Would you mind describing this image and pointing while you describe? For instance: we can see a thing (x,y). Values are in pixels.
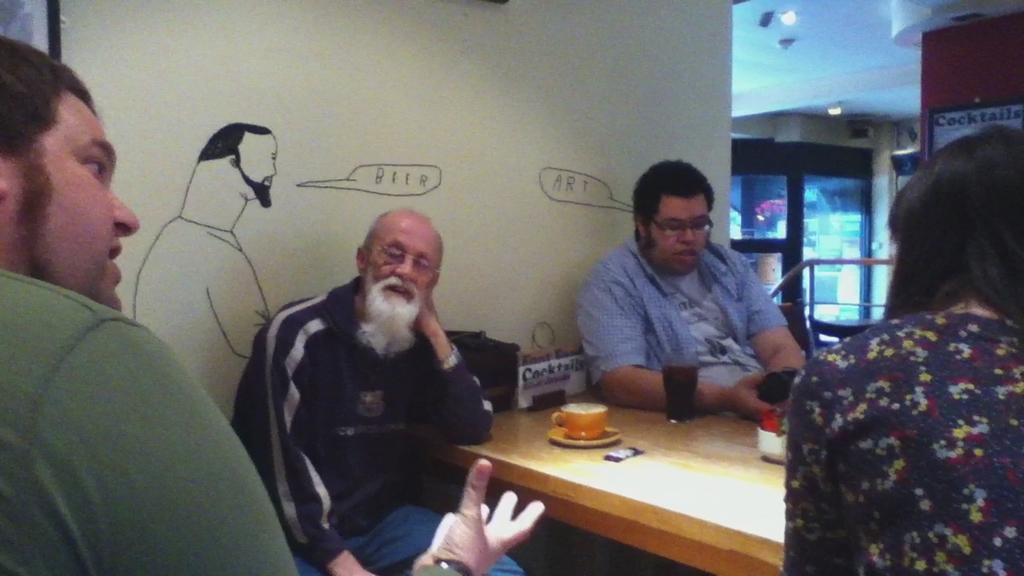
In this image we can see people (790,433) sitting on the chairs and a table (542,434) is placed in front of them. On the table (693,478) we can see chocolates (615,450), coffee cups (597,434), beverage glass tumblers (678,390) and a carton (531,351). In the background (794,12) we can see electric lights (781,19), pictures (257,160) on the wall (614,143) and railings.
